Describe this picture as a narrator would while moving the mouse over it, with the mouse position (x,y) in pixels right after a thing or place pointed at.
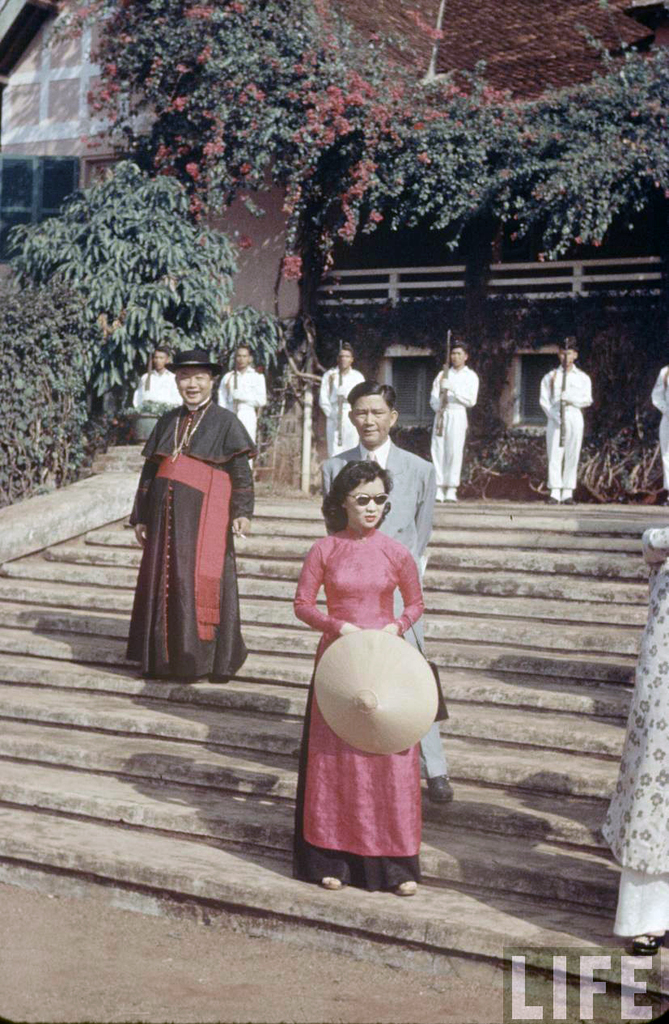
In this picture we can see some people (666,383) standing and holding guns (149,371) with their hands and some people (172,442) standing on steps (207,851) and in the background (80,42) we can see trees (475,142), building (650,1) with windows (551,353).
